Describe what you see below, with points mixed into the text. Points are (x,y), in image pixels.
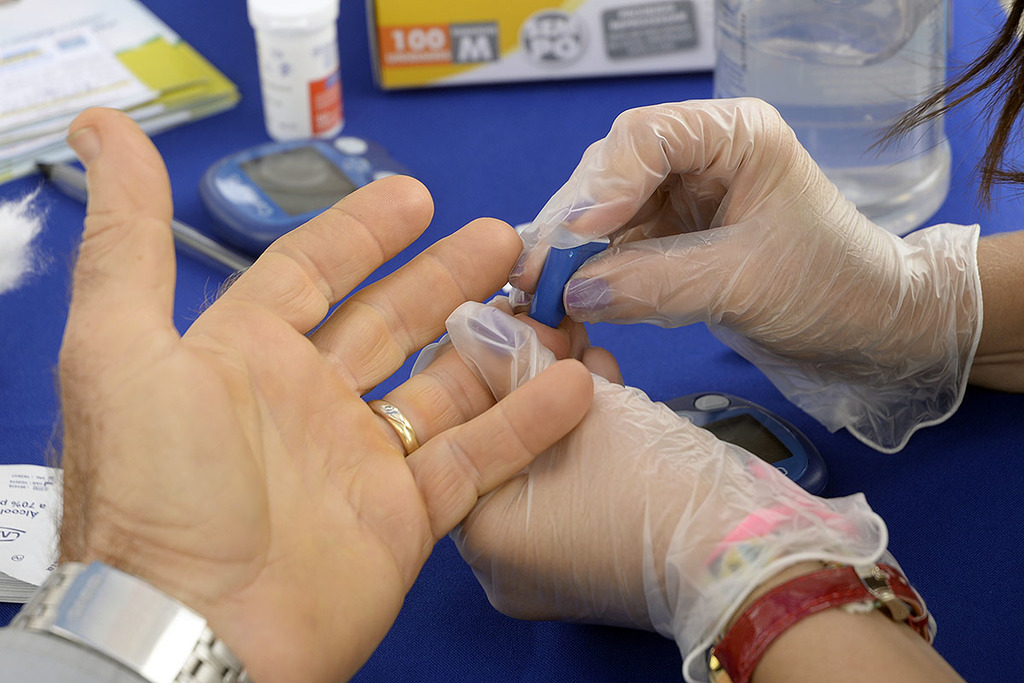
In this image we can see persons hand (499,427), there are some objects (830,40) on the table (386,267) like, bottle (746,83), book (163,89), pen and some other objects (415,35).
